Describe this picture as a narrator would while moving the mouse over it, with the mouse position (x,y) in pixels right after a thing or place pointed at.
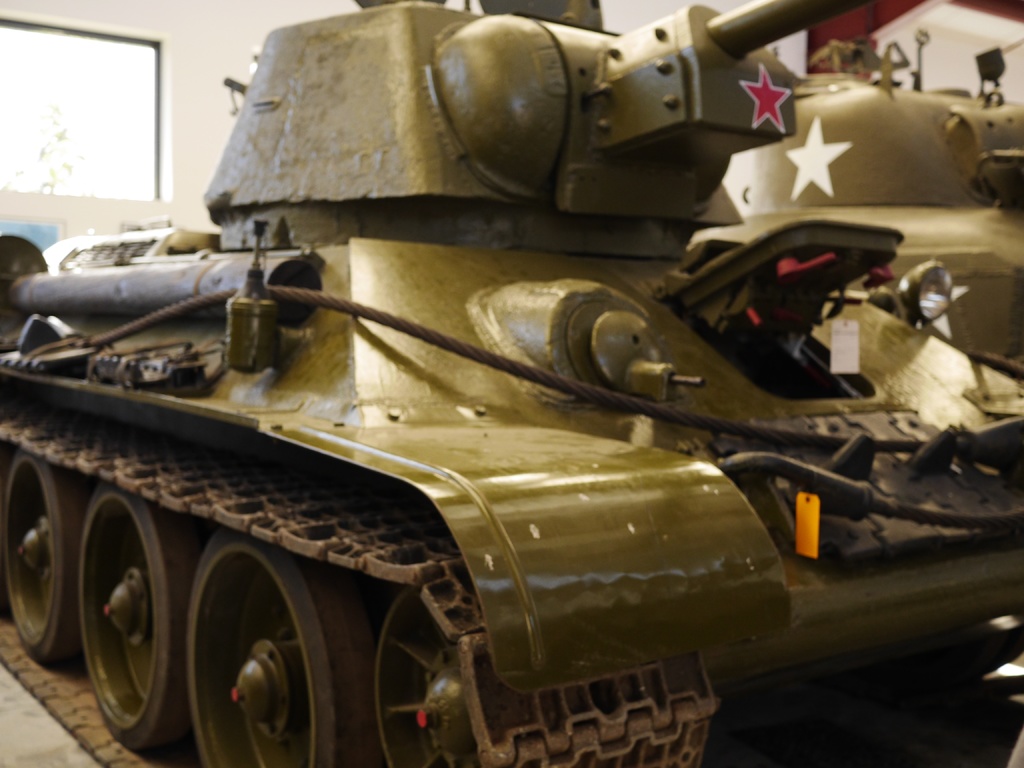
In this image I can see the tank (455,389).
